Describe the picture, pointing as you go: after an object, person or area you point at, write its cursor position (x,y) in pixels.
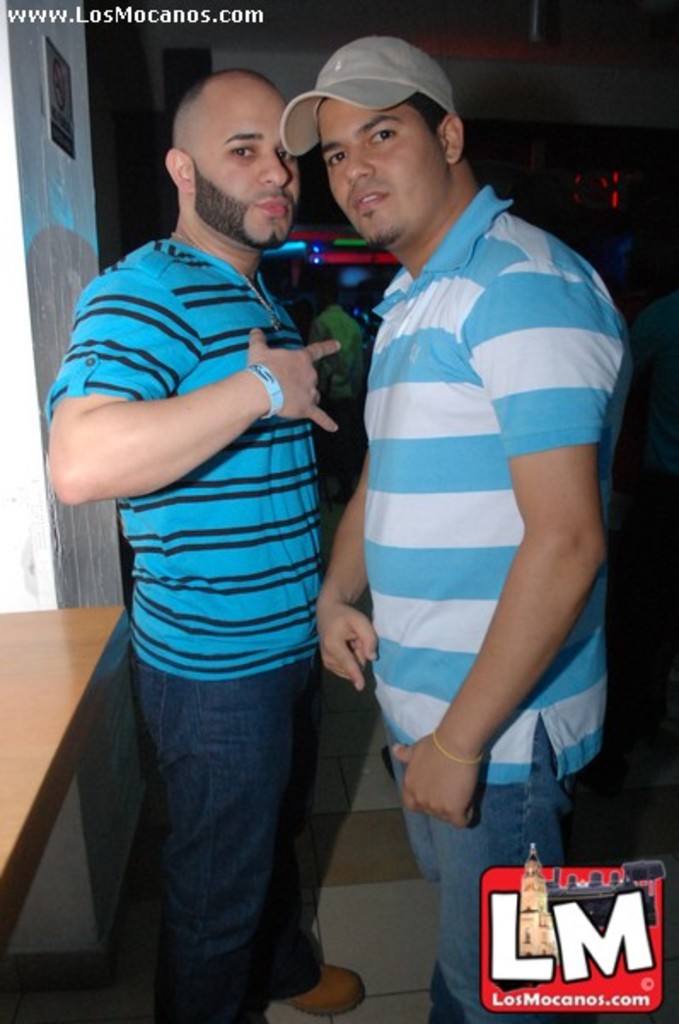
In this image in front (131,510) there are two persons (257,541). Beside them there is a table (60,663). Behind them there are few people (611,602) standing on the floor (392,829). On the backside (309,238) there are lights (338,254).
